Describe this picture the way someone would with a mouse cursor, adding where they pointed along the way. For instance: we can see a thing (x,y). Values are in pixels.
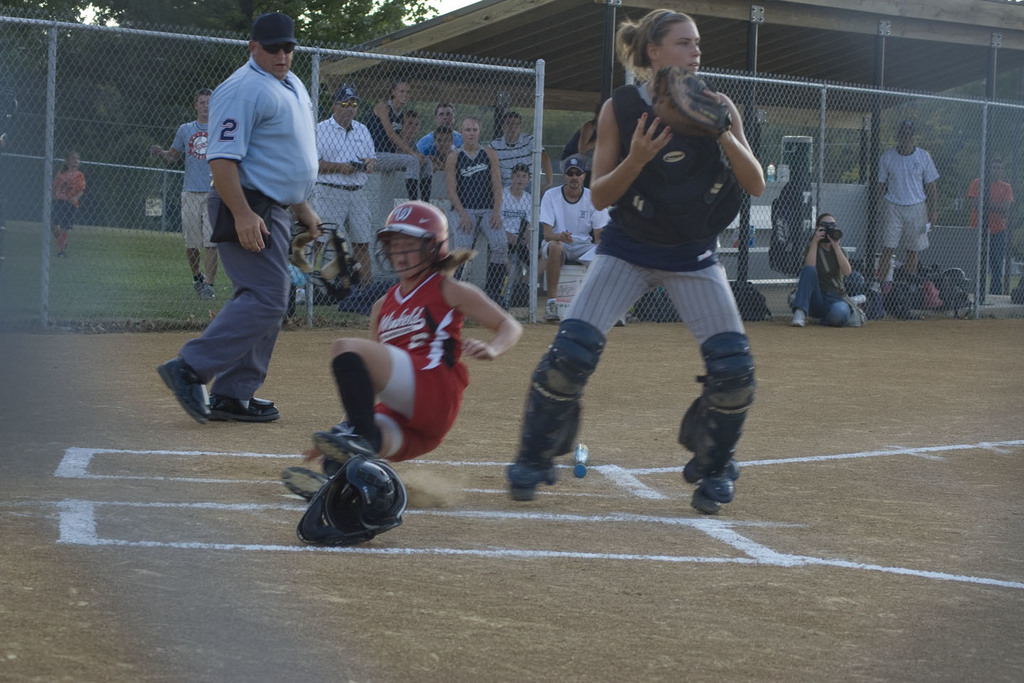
This image is taken outdoors. At the bottom of the image (169,586) there is a ground (165,489). In the middle of the image (436,329) two women (662,217) are playing on the ground (461,417) and a man (280,98) is walking on the ground (168,340). In the background (91,229) there is a mesh (121,186). A few people (513,197) are sitting on the benches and a few (909,185) are standing on the ground (175,247) behind the mesh (946,182). There is a roof (491,35) and there are a few trees (364,30).
